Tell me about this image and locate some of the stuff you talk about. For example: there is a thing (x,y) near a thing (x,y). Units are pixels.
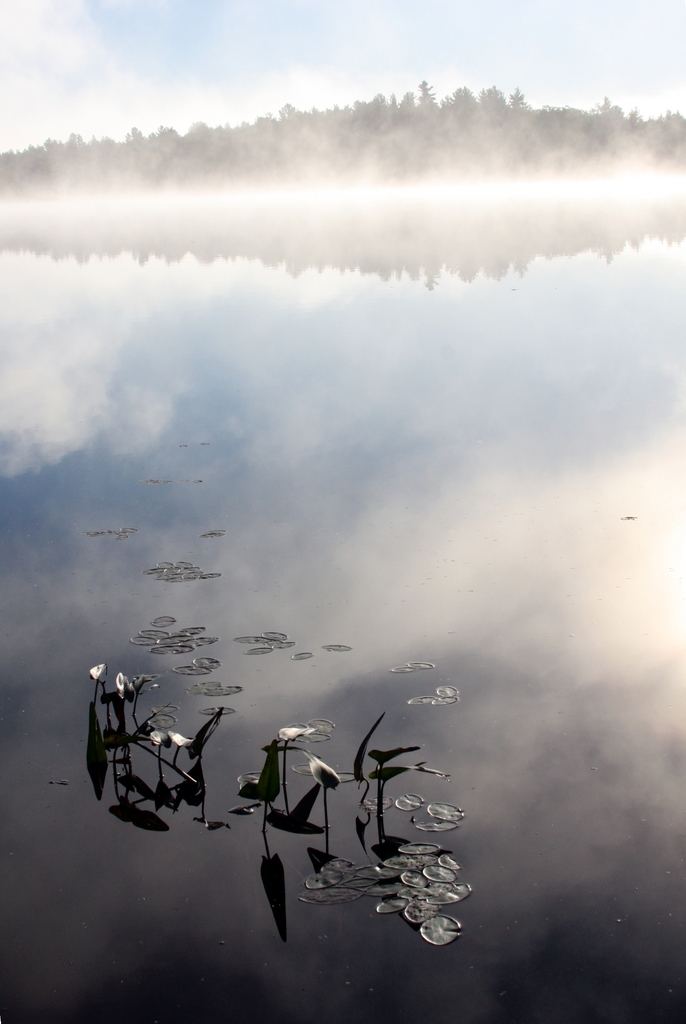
At the bottom of the image (175,793) there is water (530,555). On the water (239,718) there are flowers (137,733) and also there is a reflection (234,641) of the sky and trees (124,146). At the top of the image (394,131) there is a sky (14,147) and also there are trees (52,163).
